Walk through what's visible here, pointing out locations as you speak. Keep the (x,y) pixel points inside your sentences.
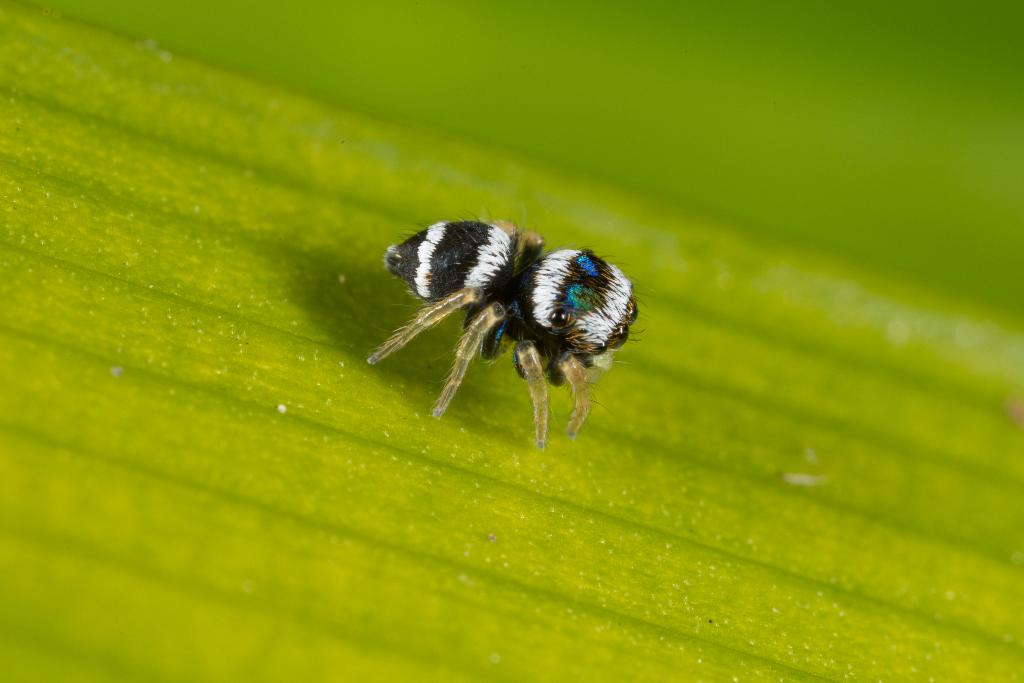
In this image we can see an insect (523,261) on the surface (412,452).
